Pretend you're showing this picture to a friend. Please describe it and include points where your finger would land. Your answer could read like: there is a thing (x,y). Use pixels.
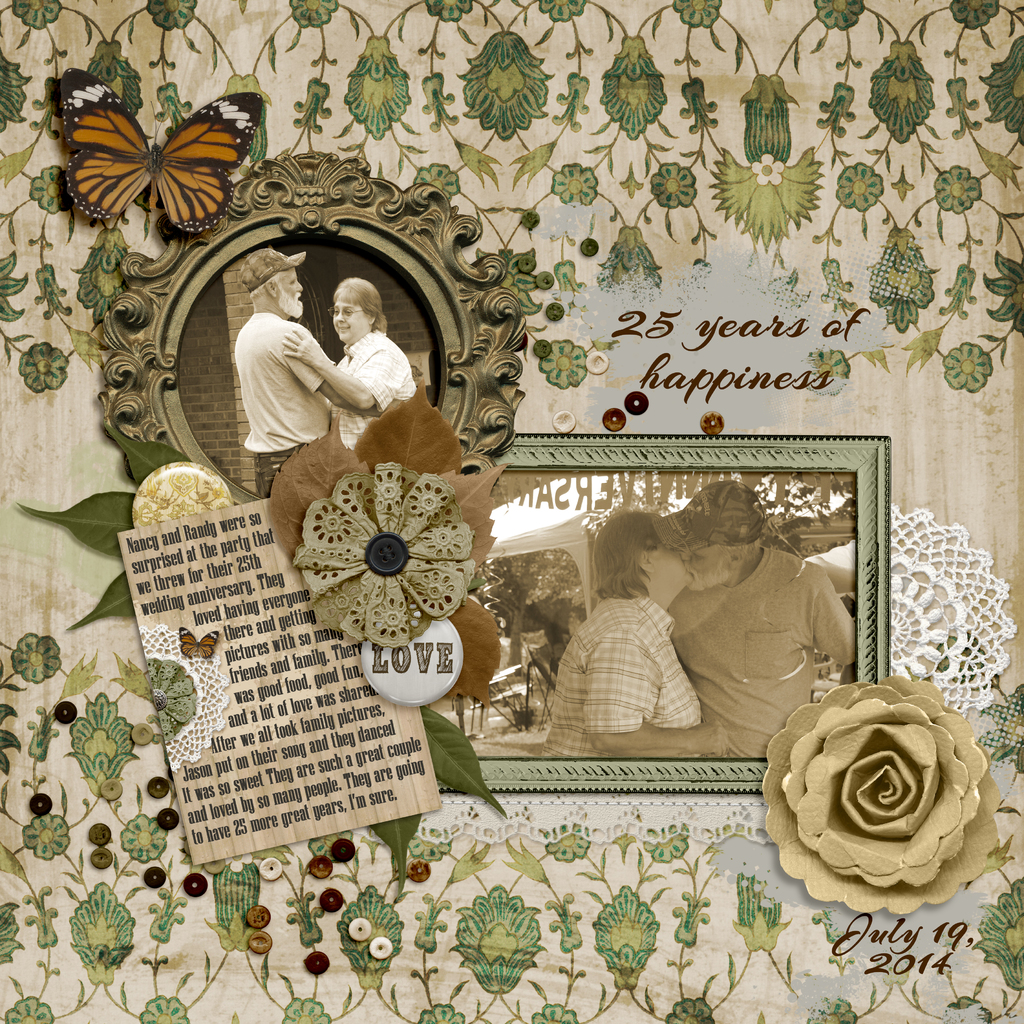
In this picture there are two photo frames (621,441). In the center of the image (637,636) two persons (791,707) are standing. At the top left corner (293,320) two persons (284,360) are there. At the bottom of the image (888,764) a flower (831,821) is there. At the top left corner (204,188) butterfly (206,168) is there. In the middle of the image (422,658) some text (293,661) is present.
